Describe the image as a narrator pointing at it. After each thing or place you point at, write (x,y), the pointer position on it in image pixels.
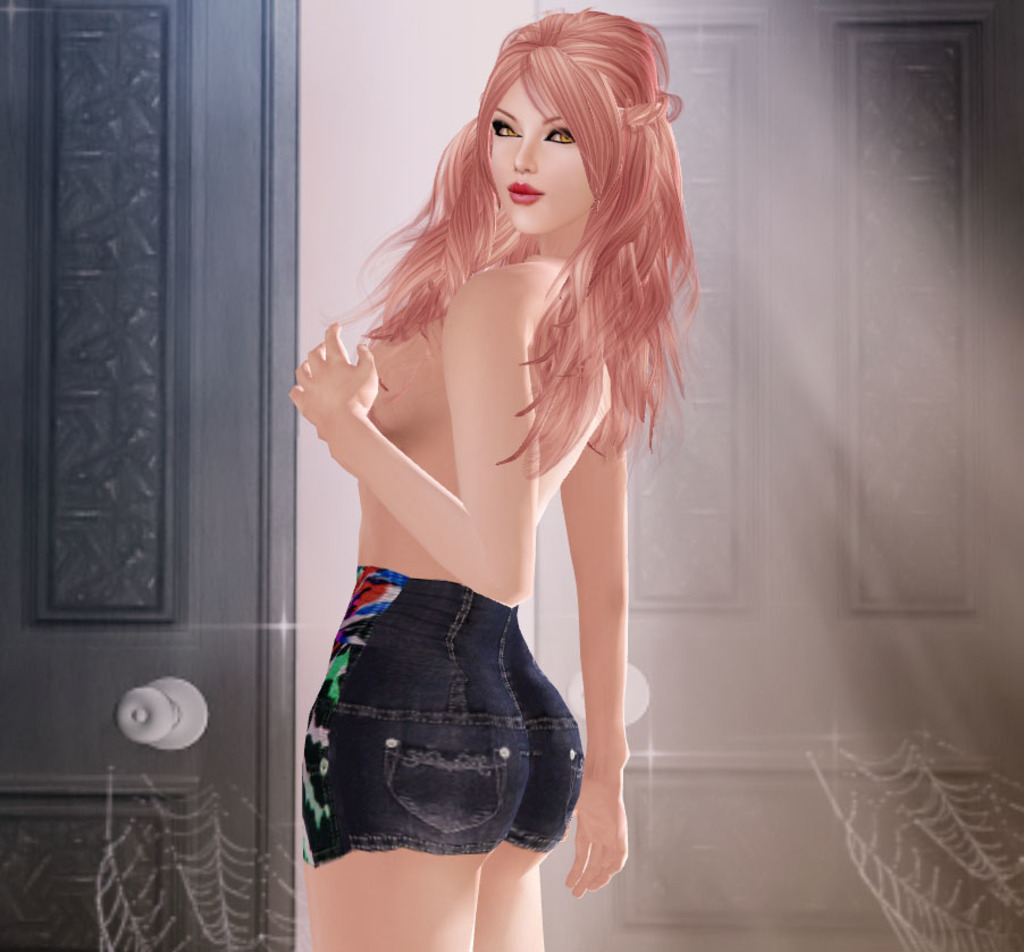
This is an animation. In this image there is a woman (620,322) standing. At the back (65,298) there is a door (894,254). At the bottom (256,847) there are spider webs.
